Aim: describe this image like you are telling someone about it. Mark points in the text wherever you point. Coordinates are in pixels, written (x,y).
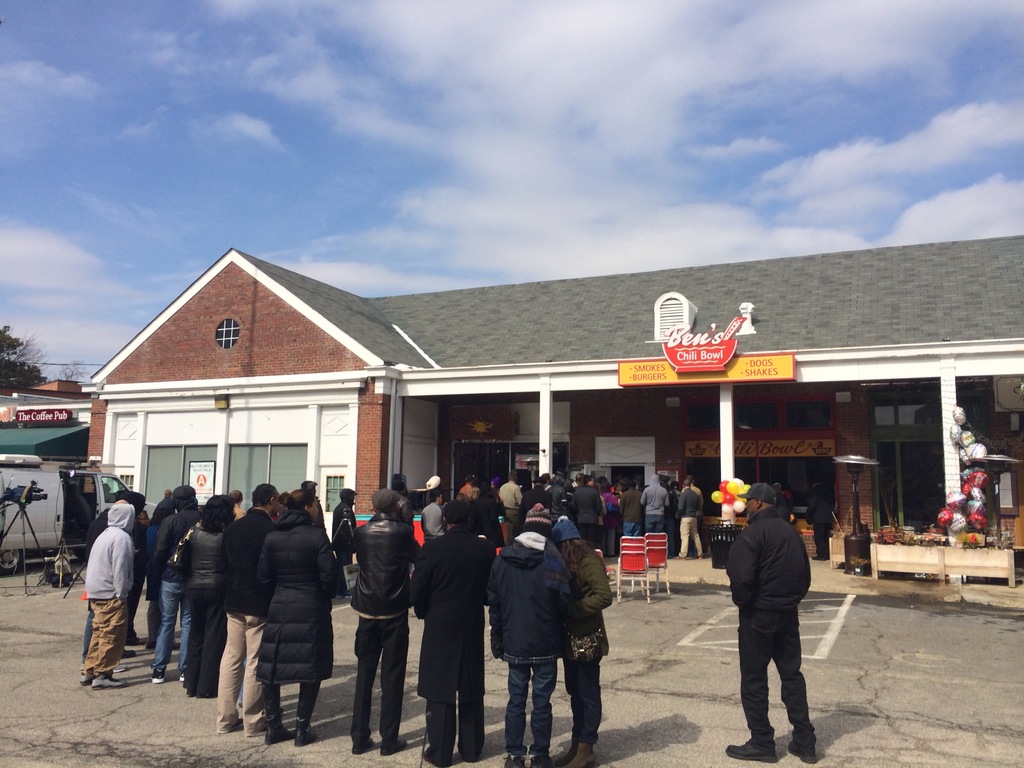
In this image I can see group of people (301,581) standing. In front (300,674) the person (302,633) is wearing black color jacket (304,643), background (71,510) I can see the vehicle (56,500) in white color. I can also see few stalls (797,455), balloons (741,490) in multicolor. The house (311,408) is in brown and white color, trees (32,372) in green color and the sky (429,138) is in blue and white color.
